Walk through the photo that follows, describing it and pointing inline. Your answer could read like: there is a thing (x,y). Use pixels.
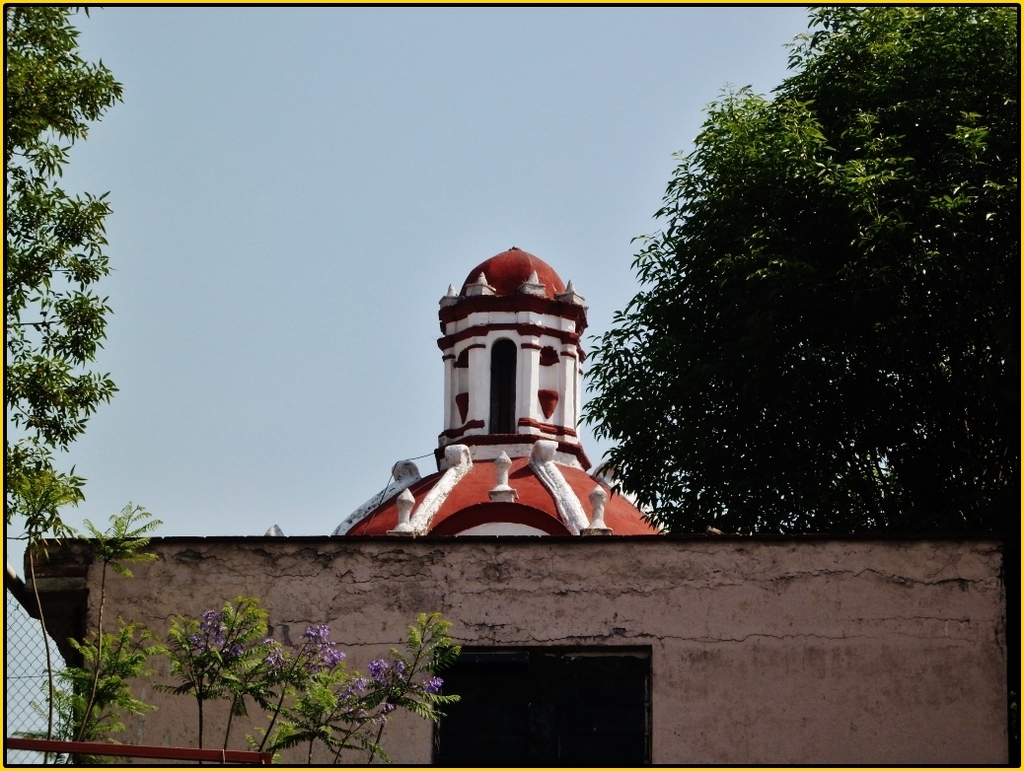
In this image we can see a building (579,525). We can also see a metal fence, some trees (108,644), flowers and the sky (258,374) which looks clear.
